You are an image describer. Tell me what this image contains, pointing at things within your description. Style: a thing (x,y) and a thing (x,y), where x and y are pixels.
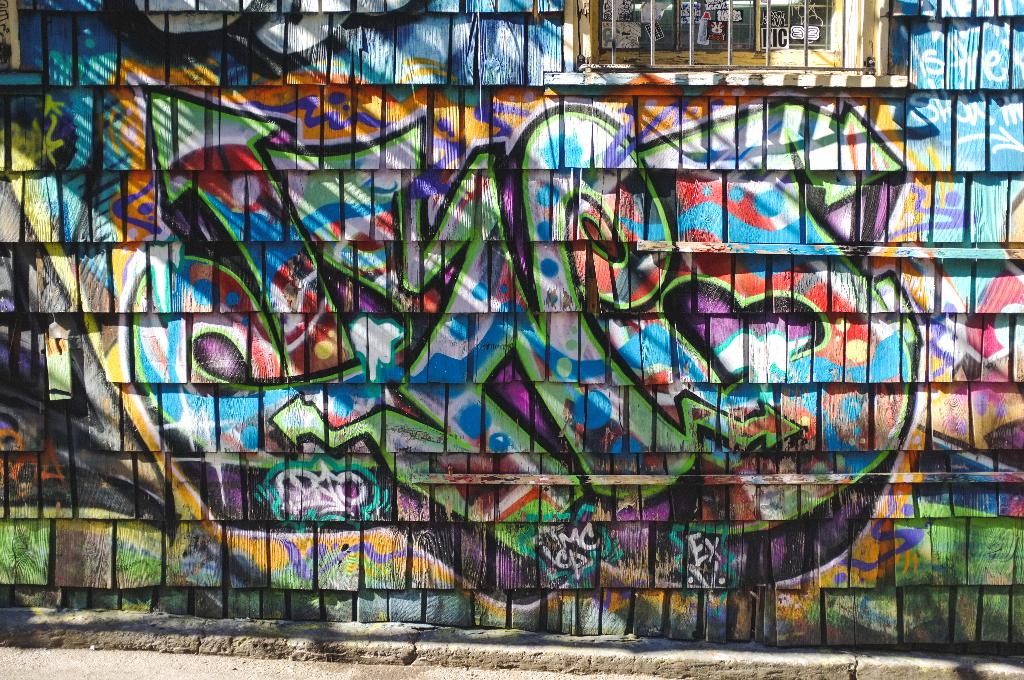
In the picture there is a wall (470,141) and to the wall (553,66) there is a window (708,57), on the wall (403,67) there is a graffiti (569,362).
